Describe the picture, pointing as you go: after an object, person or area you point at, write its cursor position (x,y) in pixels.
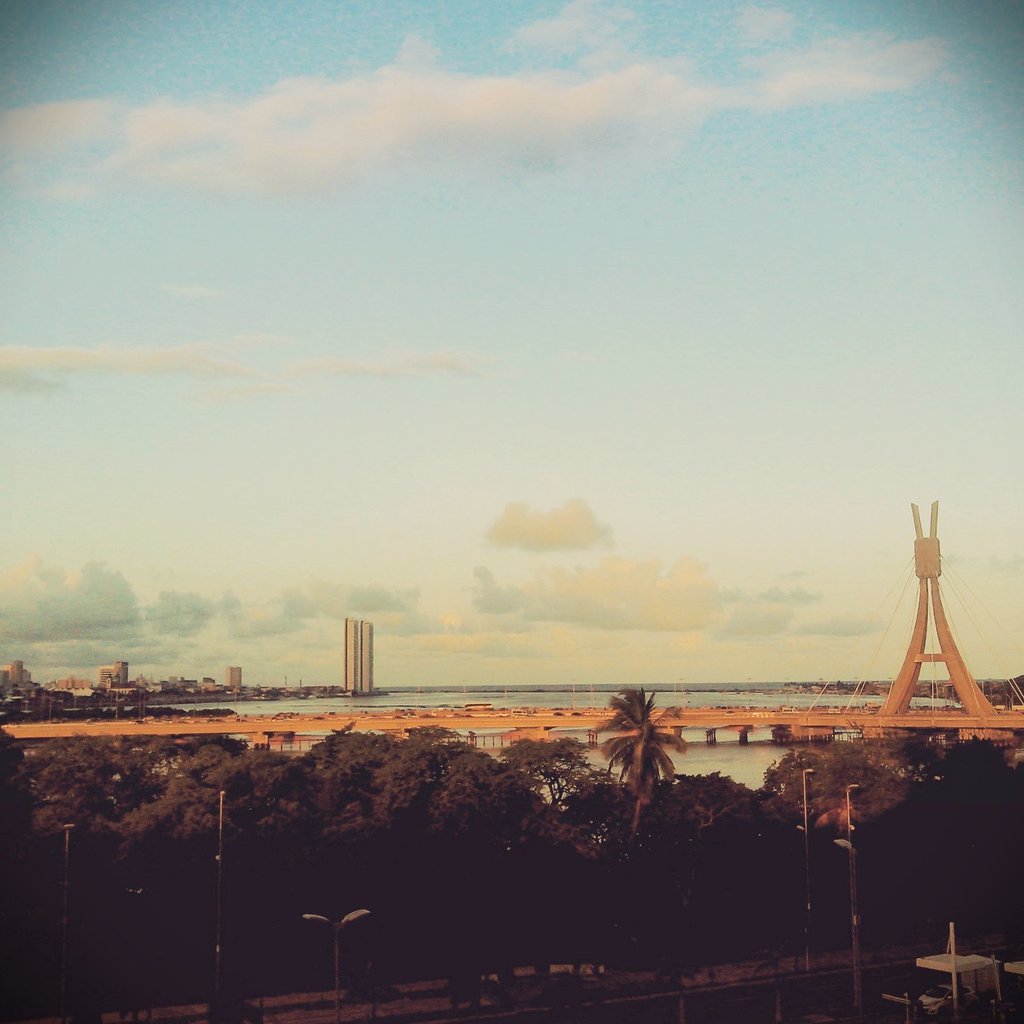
These are the trees (459,795). I can see the street lights (804,796). This looks like a bridge (782,719). I can see the skyscraper (352,685) and the buildings (230,688). These are the clouds (550,510) in the sky (581,382).
